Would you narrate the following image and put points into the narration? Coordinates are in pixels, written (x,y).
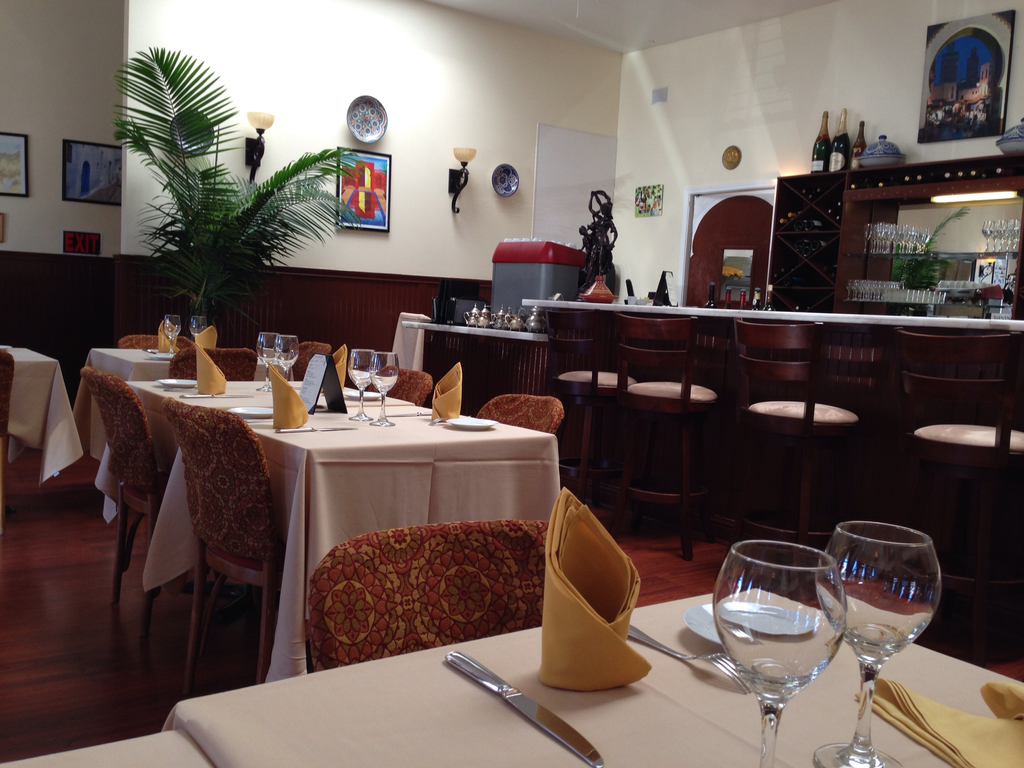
It is a restaurant (428,416) there are many tables (322,541) and chairs (644,319) and on the table (688,686) there are two glasses (742,672), napkins (577,638) plates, knives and forks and there is a long table (608,319) and in front of the table (891,407) there are chairs (800,326) and behind the table (868,385) there are many glasses (905,229) and bottles (826,151) kept in the shelf (823,212) and in the left side (259,111) there is a wall (407,106), to wall (328,115) there are some photo frames (356,196), plates (377,105) and two lamps (465,173) are attached. In front of the wall (131,255) there is a plant (202,232).
